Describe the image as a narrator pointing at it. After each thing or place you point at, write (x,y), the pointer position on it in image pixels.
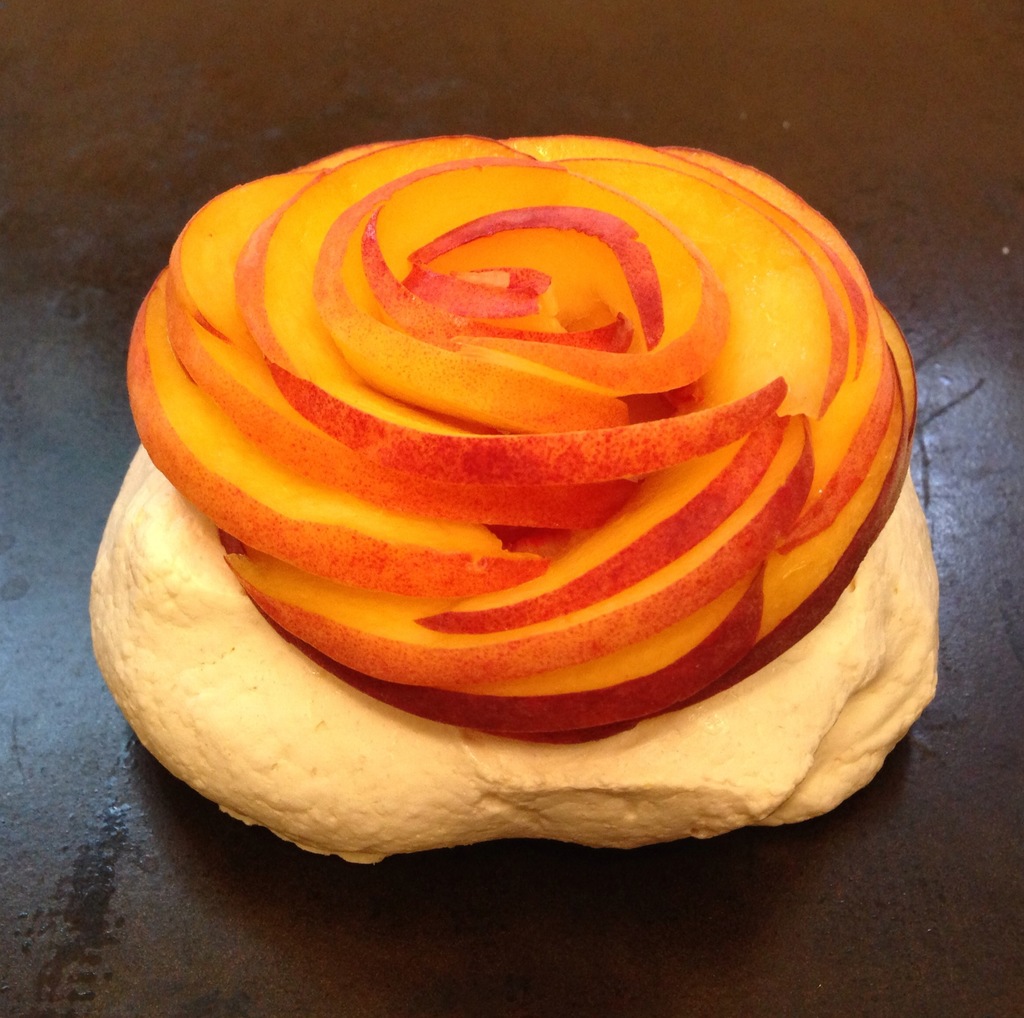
Here we can see a food item (750,613) on a platform (82,770) which is in the shape of a flower.
